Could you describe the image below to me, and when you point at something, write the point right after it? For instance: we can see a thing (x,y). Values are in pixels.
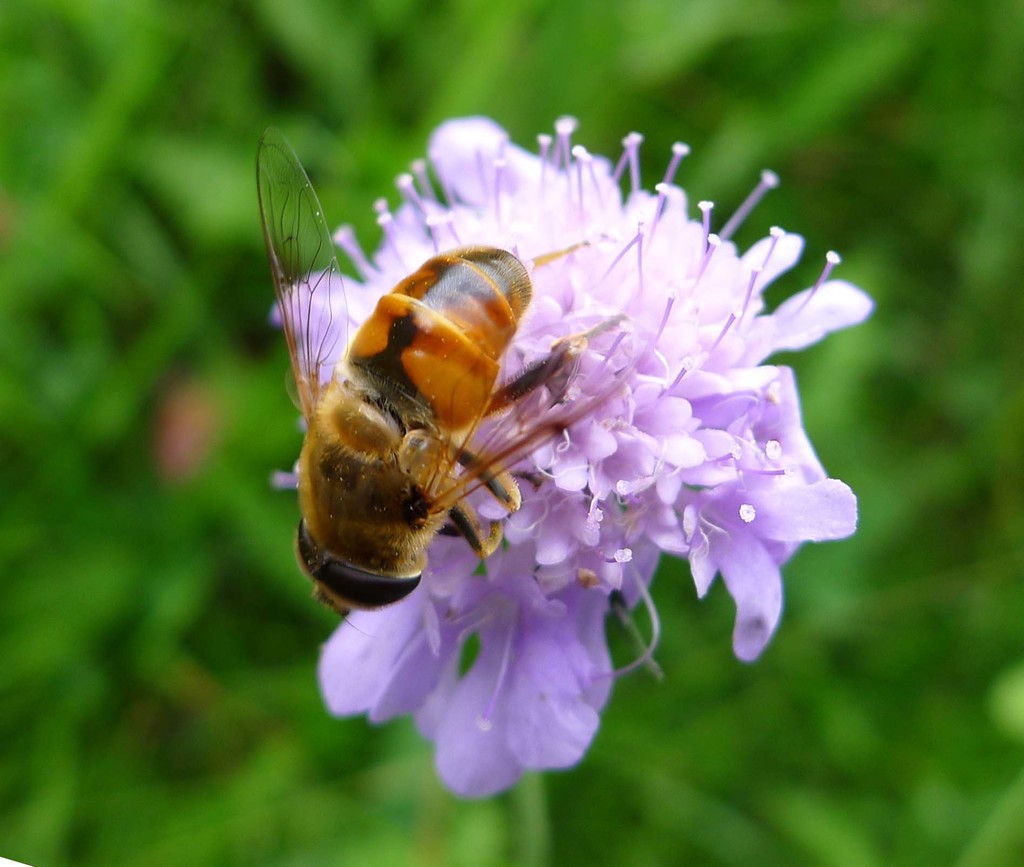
In the middle of this image (404,327), there is an insect (364,340) standing on the surface (456,246) light violet color flowers (796,315). And the background (813,33) is blurred.
